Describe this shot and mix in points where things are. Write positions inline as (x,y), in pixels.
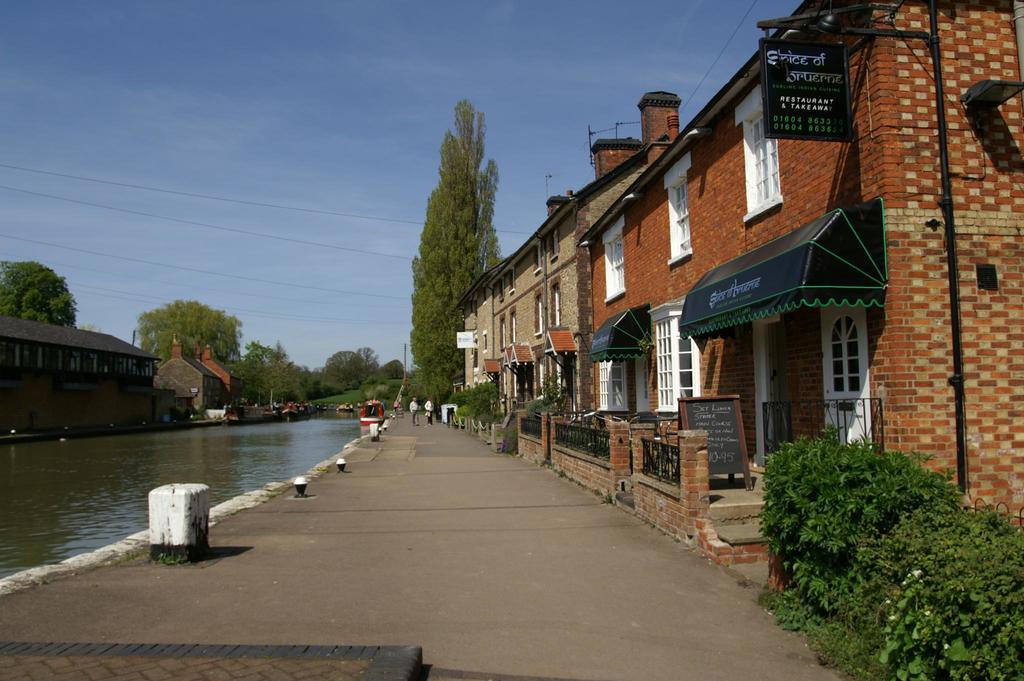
In this picture we can see two persons (413,415) walking on the path (429,562), water (110,491), buildings (202,381) with windows (539,330), trees (455,323), sun shades (723,298), name board (780,98) and in the background (625,61) we can see the sky (306,144) with clouds (245,217).
